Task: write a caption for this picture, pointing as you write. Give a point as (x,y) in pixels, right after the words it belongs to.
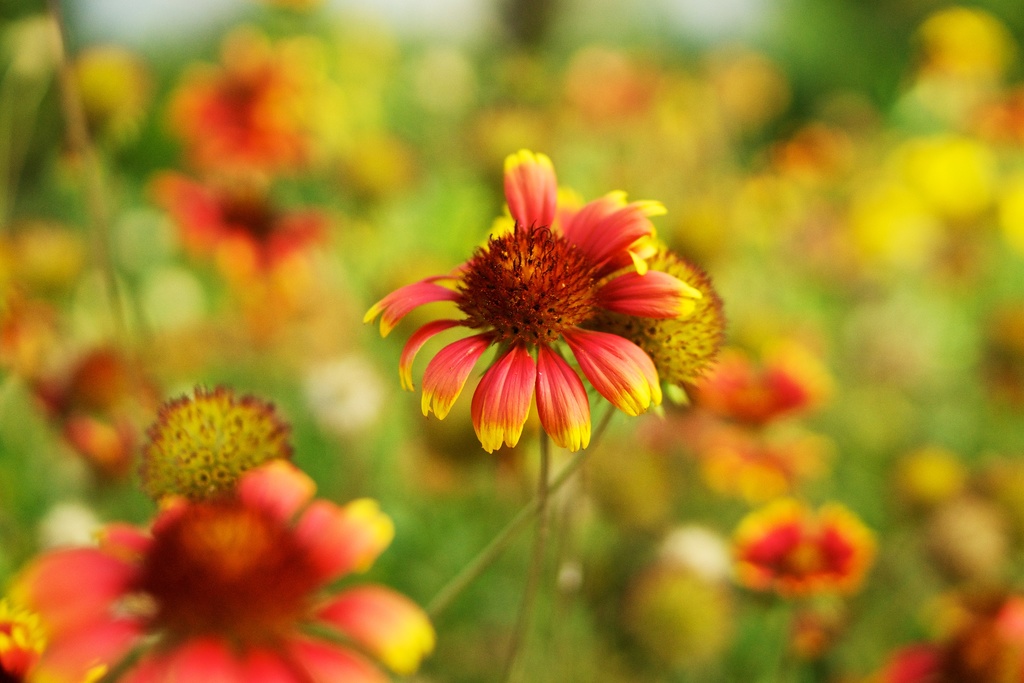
In the picture I can see flowers (384,526). The background of the image (598,118) is blurred.
